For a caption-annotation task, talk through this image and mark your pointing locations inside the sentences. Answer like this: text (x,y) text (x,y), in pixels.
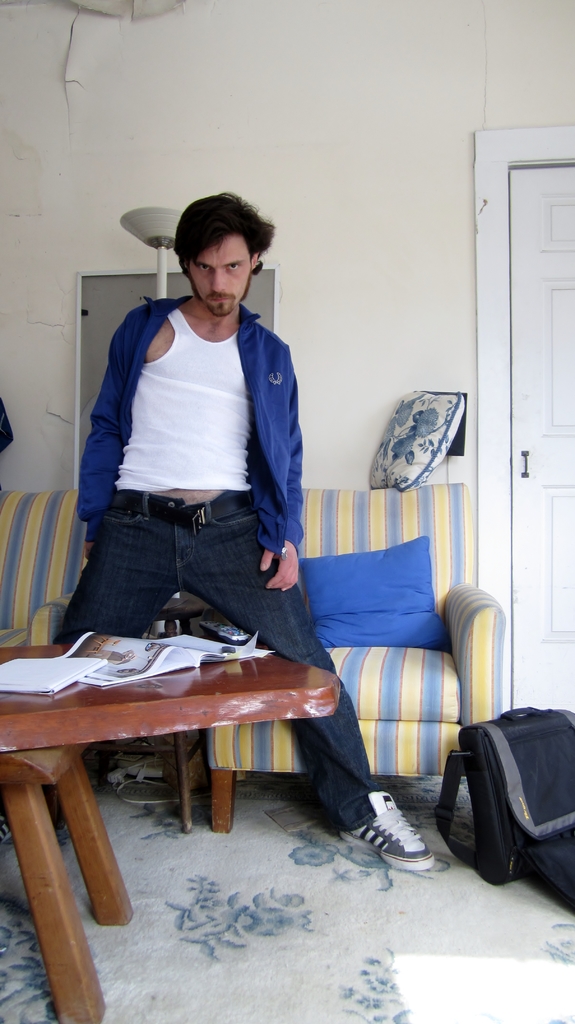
In this picture we can see man (192,555) standing and in front of him there is table (35,752) and on table (39,655) we can see books (22,671) and at back of him we have sofa pillows (421,539) on it and in background (36,32) we can see wall (297,52), doors (556,350), bag (508,759).
